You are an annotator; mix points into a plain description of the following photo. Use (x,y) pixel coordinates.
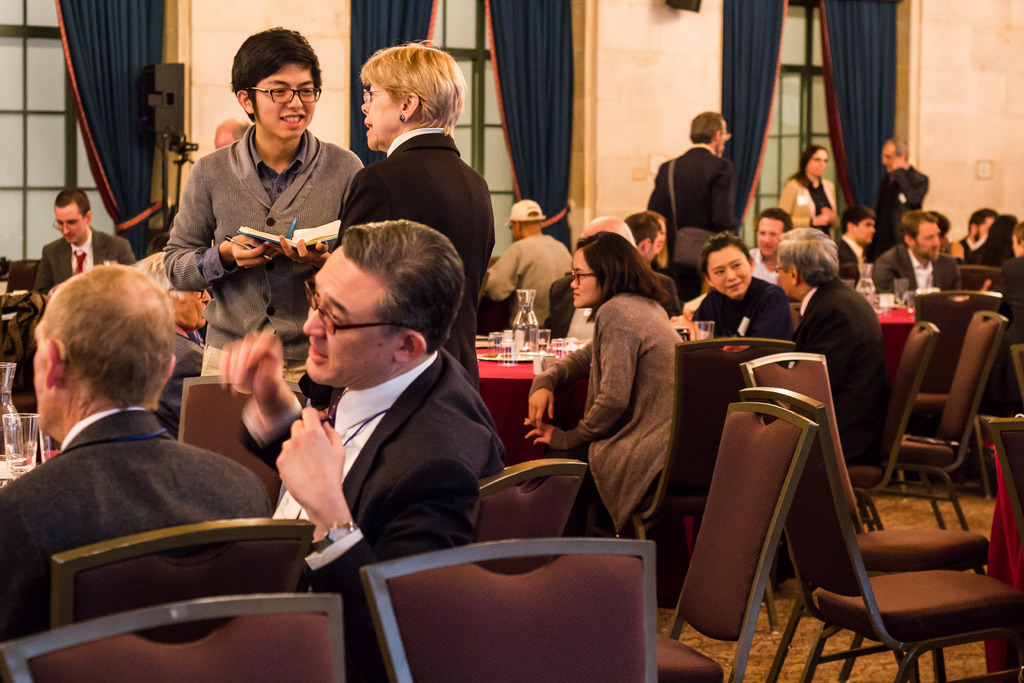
In this image there are people (372,483) sitting on the chairs (722,396). In front of them there are tables (904,315). On top of the tables (888,317) there are glasses (545,331), cups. In the background of the image (954,36) there are curtains (351,84), windows (477,141) and a wall (982,101).
